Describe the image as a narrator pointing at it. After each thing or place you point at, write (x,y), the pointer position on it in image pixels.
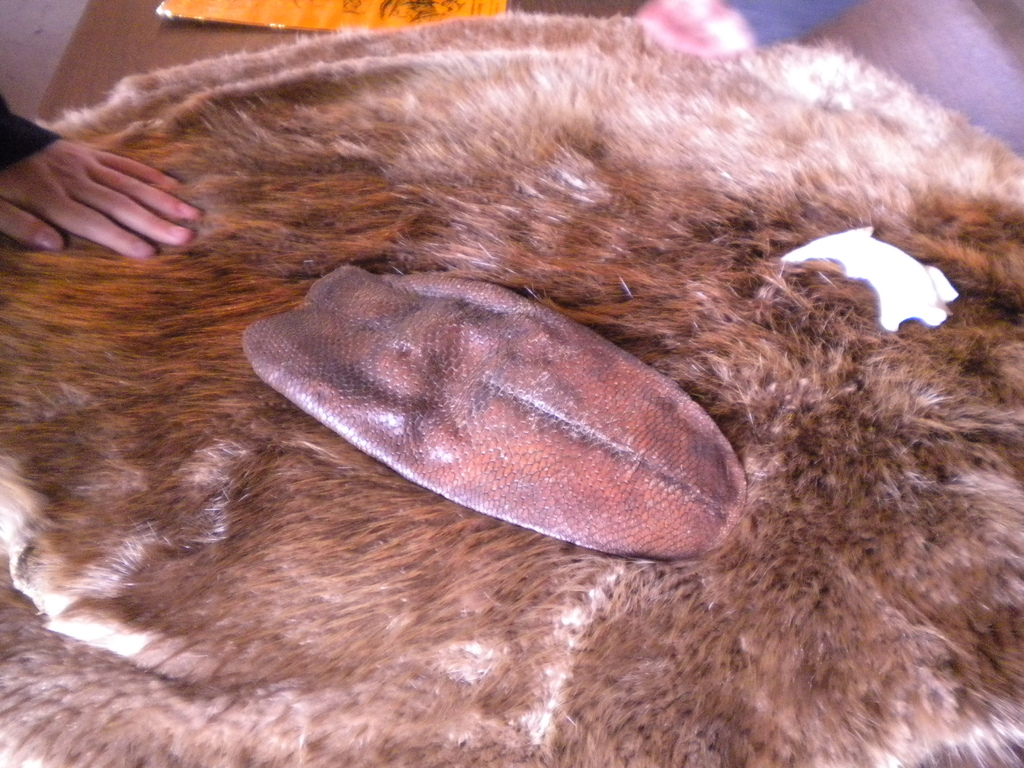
This is a zoomed in picture. In the foreground (618,477) we can see there are some objects (463,86) seems to be placed on the top of the wooden table (239,35). On the left corner (121,156) we can see the hand (125,159) of a person (87,189).
